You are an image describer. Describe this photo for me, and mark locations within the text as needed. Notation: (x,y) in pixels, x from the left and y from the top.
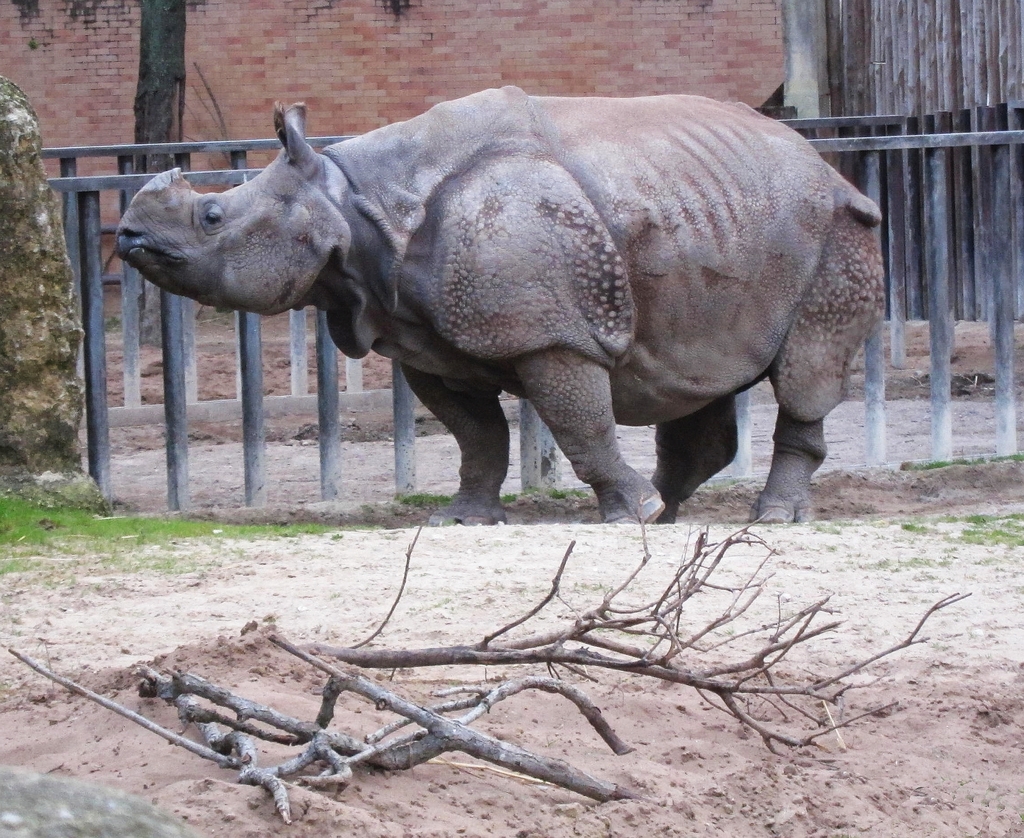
In this image I can see an animal (629,292) which is in brown color. It is standing on the ground (609,573). To the side there is a railing (71,190) and the rock (30,242). In the background (435,84) I can see the brown color brick wall (602,45). In the front (406,694) I can see the dried sticks (434,710).
